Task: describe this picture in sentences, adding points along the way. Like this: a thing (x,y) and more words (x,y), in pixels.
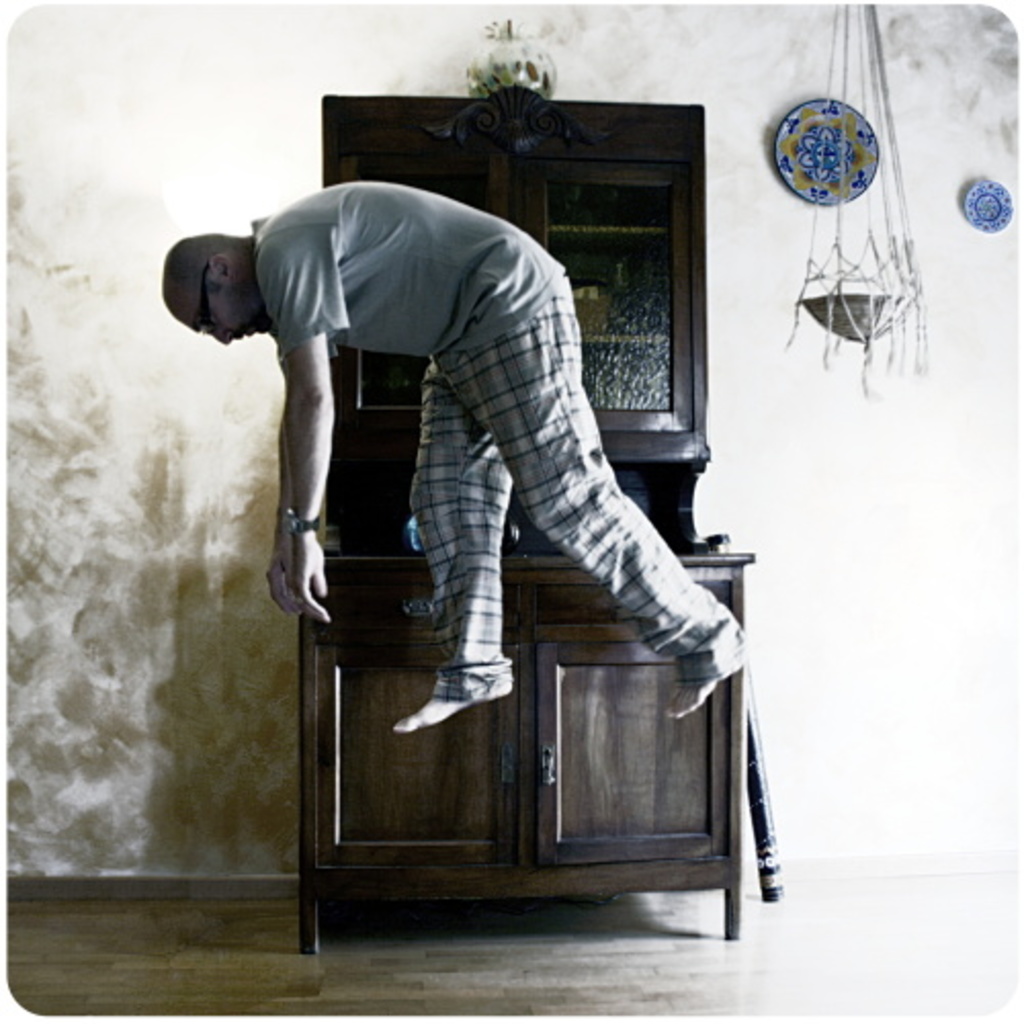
In the foreground of this image (500,330), there is a man (450,252) in the air. On the bottom (549,1001), there is the floor (614,976). In the background (636,298), there is a cupboard (607,320), basket (835,316) hanging to the ceiling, two wall decorating (973,212), an aquarium like an object (524,56) and the wall (289,49).
